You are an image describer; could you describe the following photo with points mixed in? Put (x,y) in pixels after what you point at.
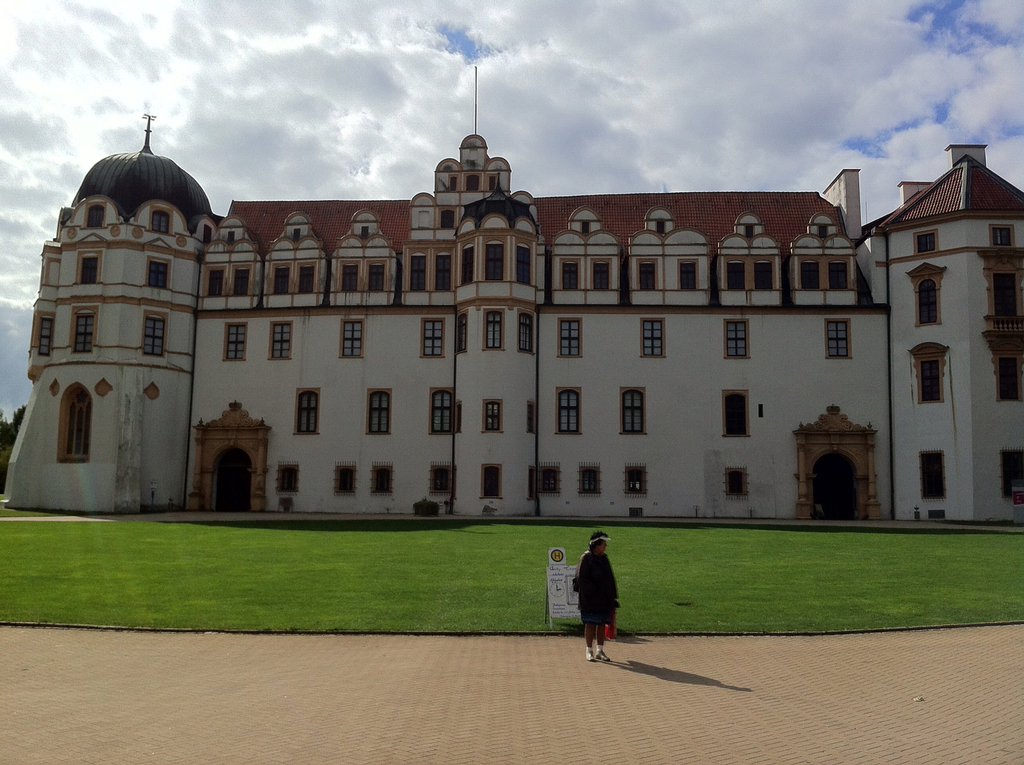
In this picture I can see a person (608,620) in the middle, behind this person (597,612), those are looking like the boards (573,602). In the background (570,415) I can see a building (708,324), at the top (668,88) there is the sky (656,109).
